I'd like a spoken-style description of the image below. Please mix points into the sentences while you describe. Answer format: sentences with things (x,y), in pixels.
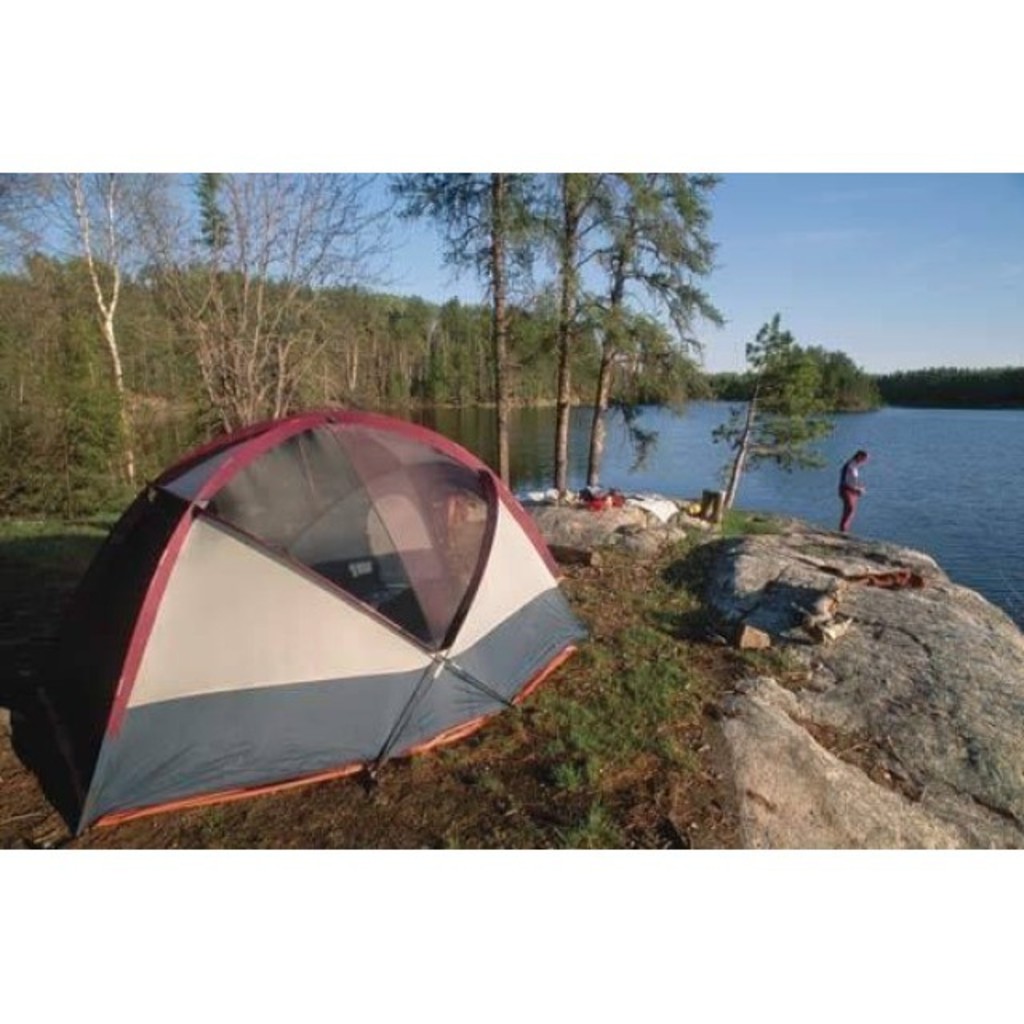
In this image we can see a tent (470,567), person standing on the rocks (852,556), trees (506,363), lake (593,408) and sky (548,261) with clouds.
